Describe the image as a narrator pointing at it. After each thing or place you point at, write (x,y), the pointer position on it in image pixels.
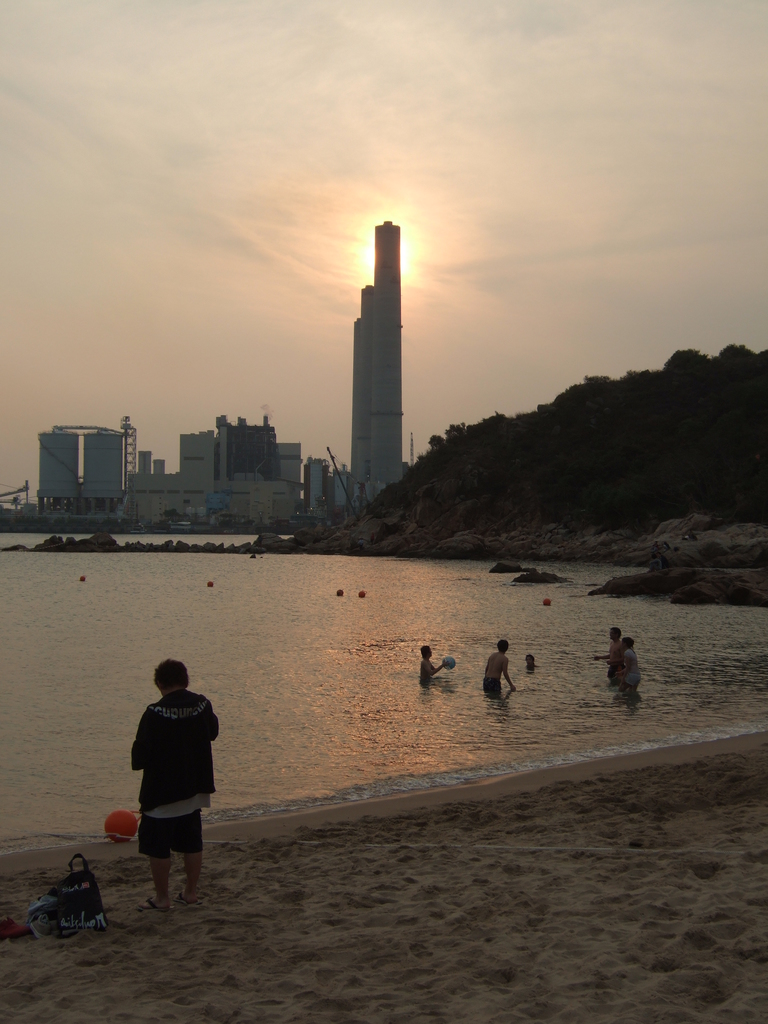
In this picture there is a man (200,749) who is wearing a black jacket (173,788), short (172,832) and slipper (163,909). Beside him we can see the bag (64,910). He is standing on the beach (207,893). In front of him there is red ball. On the right (630,685) we can see the group of persons (612,669) were playing in the water (574,663). In the background (394,410) we can see the skyscrapers (367,433), buildings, cranes (9,501) and other objects (112,489). On the right (671,513) there is a mountain (589,483). At the top (620,100) we can see sky (624,95) and clouds (620,52).
